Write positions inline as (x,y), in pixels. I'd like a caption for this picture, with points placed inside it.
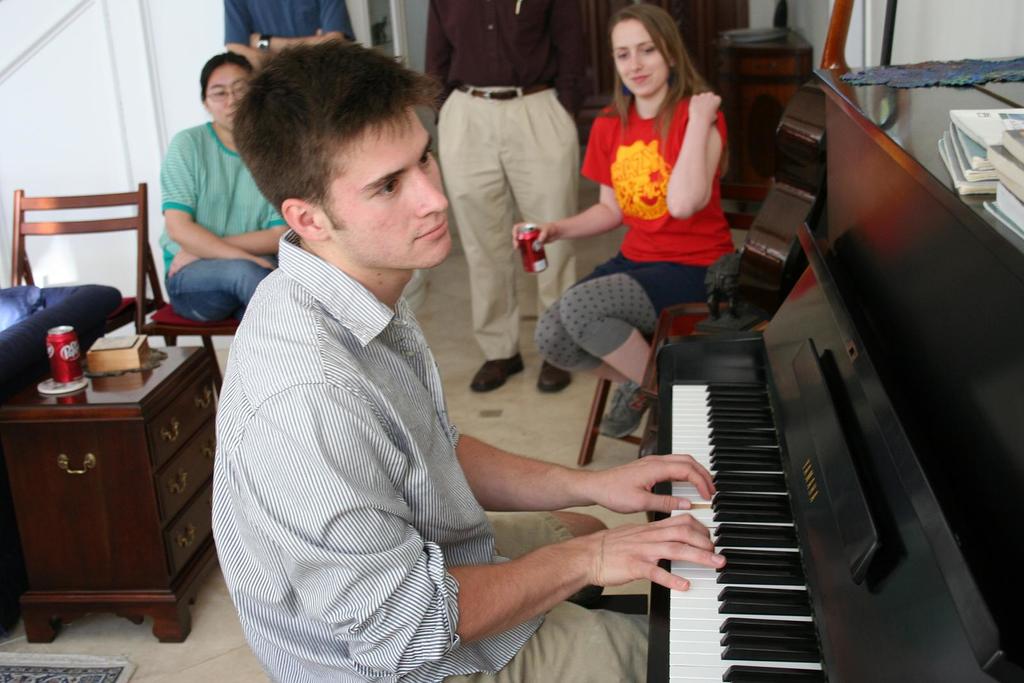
In this image I can see people (691,176) where few of them are sitting and few of them are standing. Here I can see a musical instrument (741,508). On this cupboard (116,460) I can see a can (51,332).
